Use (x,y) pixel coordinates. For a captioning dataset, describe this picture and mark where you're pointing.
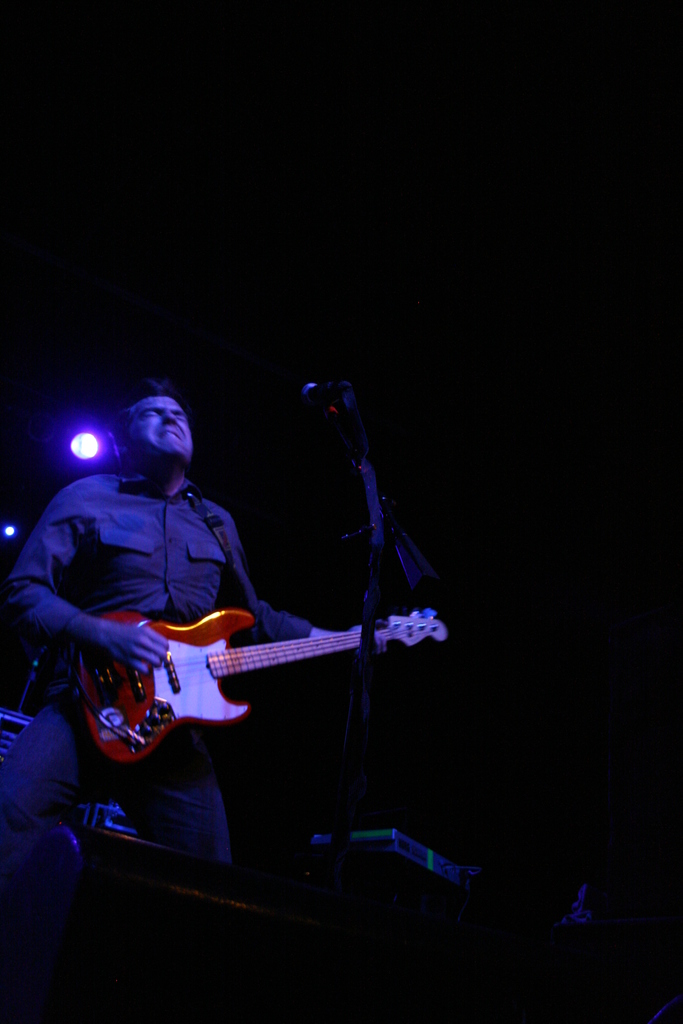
In this image I see a man (24,748), who is holding the guitar (126,620) and standing in front of a mic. In the background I see the light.
